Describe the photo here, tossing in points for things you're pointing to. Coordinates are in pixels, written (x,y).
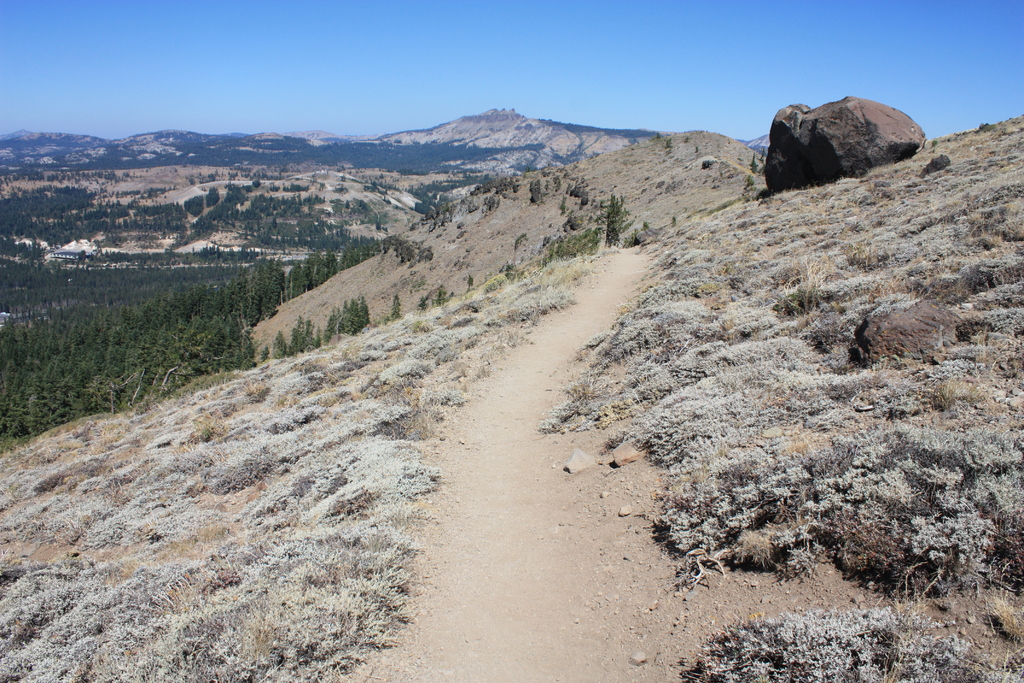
In this image, we can see the walkway (533,505), plants (428,469) and rocks (941,332). Background (12,391) we can see trees (236,309), hills (387,210) and sky (599,105).
